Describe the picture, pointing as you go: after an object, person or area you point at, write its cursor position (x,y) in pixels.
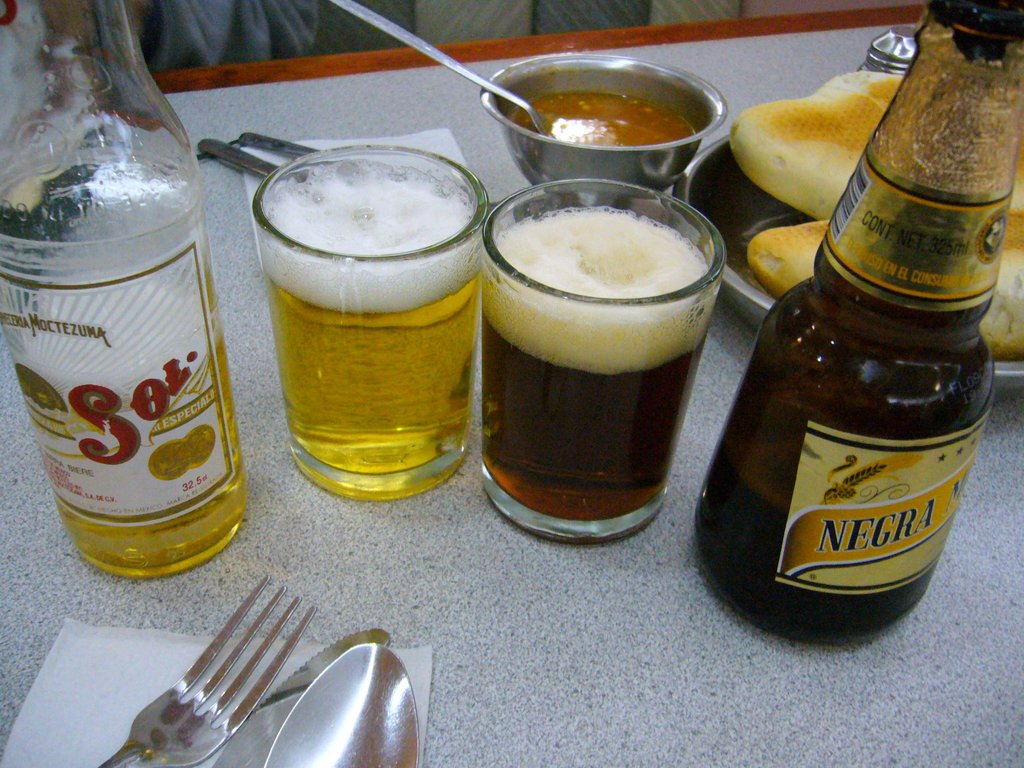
In this picture we can see bottles (162,536) and glasses (330,341) with drinks (405,444) in it, fork (143,759), spoon (322,727), bowl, plate (687,184) with food items (779,184) on it, tissue paper (428,148) and these all are placed on a table (214,136).
